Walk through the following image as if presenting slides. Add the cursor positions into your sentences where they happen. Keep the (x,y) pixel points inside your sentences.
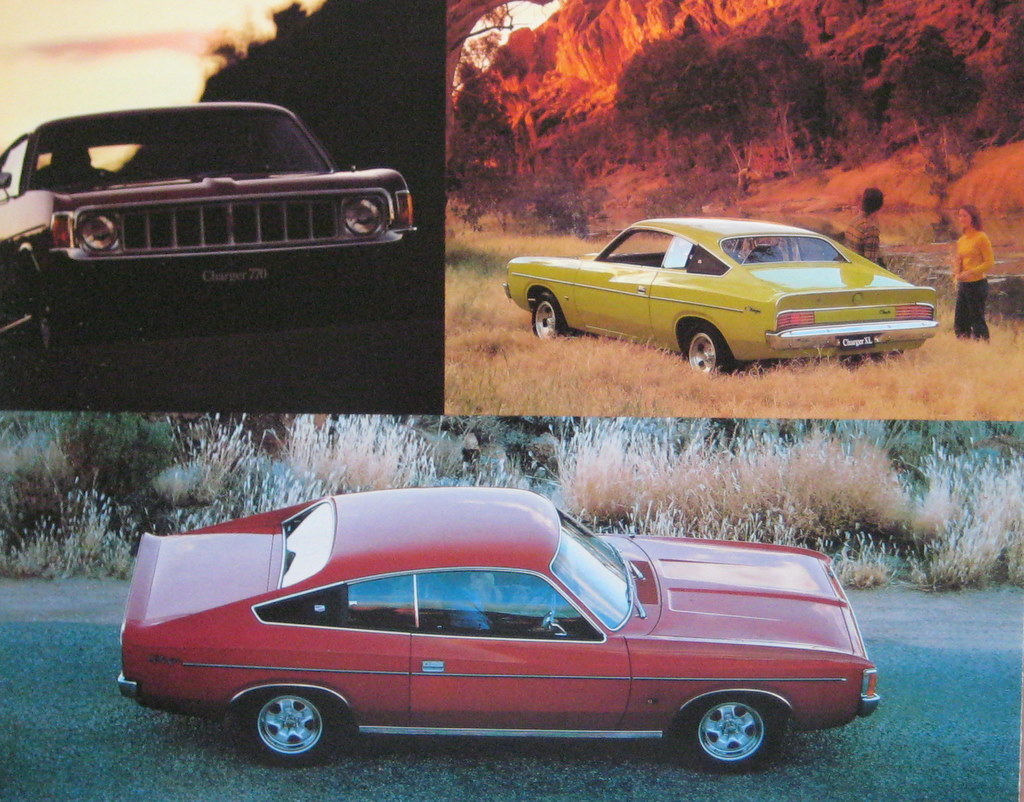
In this image I can see three cars (538,699). They are in red, yellow and black color. Back I can see a trees (792,91) and two people (971,223). We can see dry grass (818,503).
